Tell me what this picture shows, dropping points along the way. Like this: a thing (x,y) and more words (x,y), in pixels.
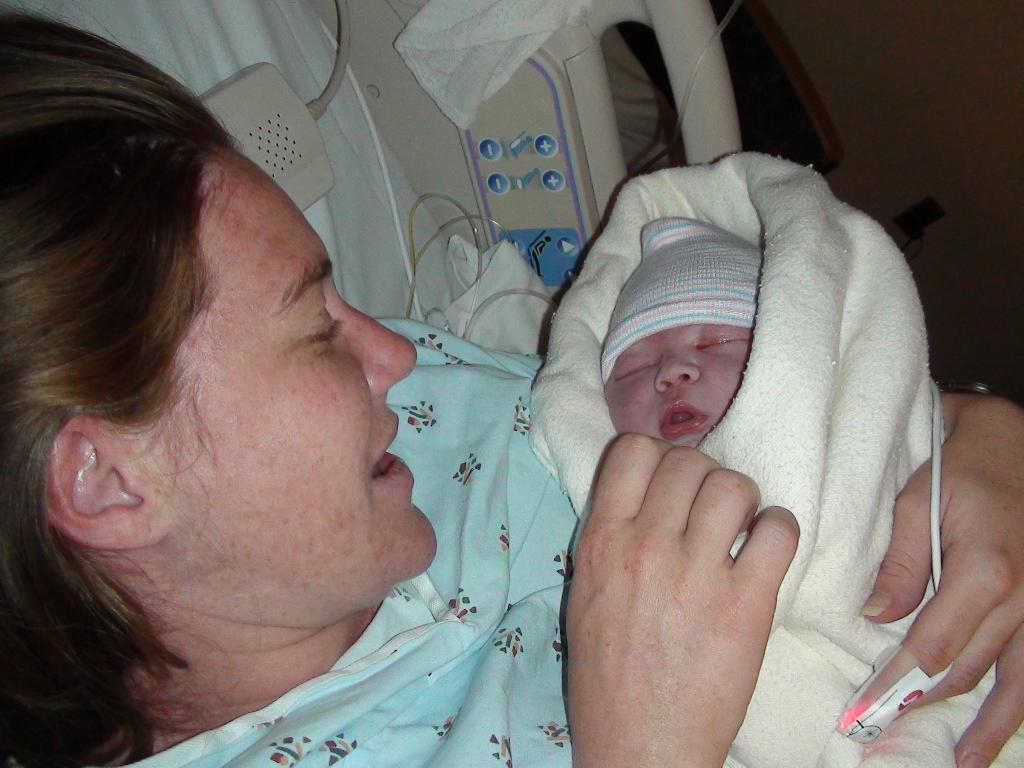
In this image we can see the person (450,494) holding baby (720,407) with cloth (758,413) and at the back (308,175) we can see a bed (381,253), cloth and a few objects (305,161). And right side (902,41), we can see the wall (912,70).
